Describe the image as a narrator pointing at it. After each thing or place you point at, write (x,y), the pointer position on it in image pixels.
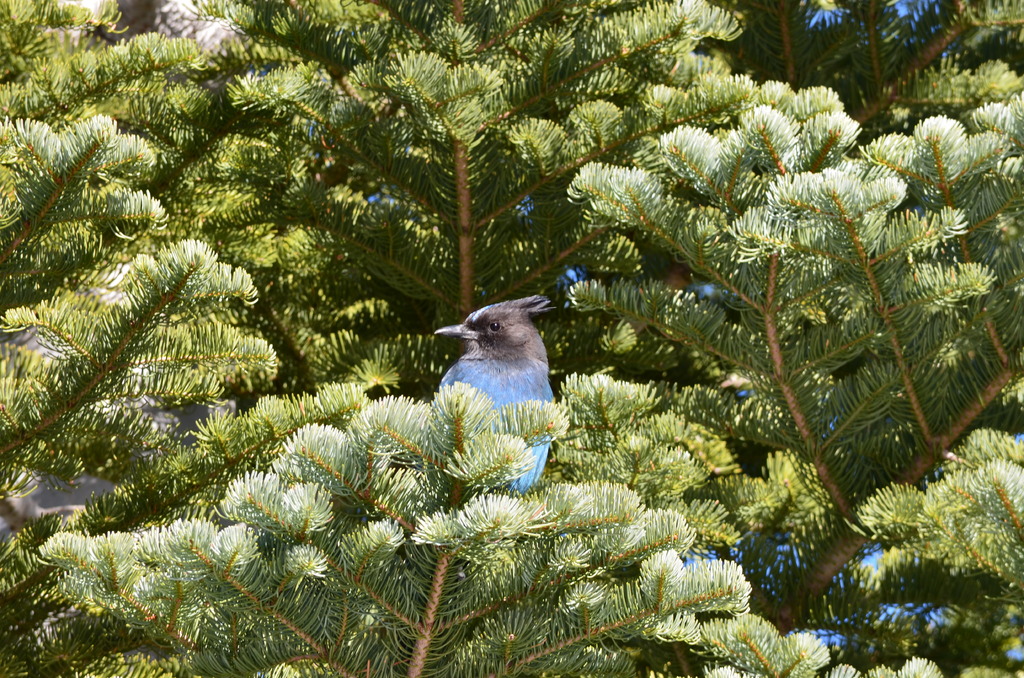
This picture is clicked outside. In the center (509,396) there is a bird (531,394) on the tree (486,468) and we can see the stems (938,172) and branches (847,535) of the tree (685,215). In the background (908,11) there is a sky (898,2).
